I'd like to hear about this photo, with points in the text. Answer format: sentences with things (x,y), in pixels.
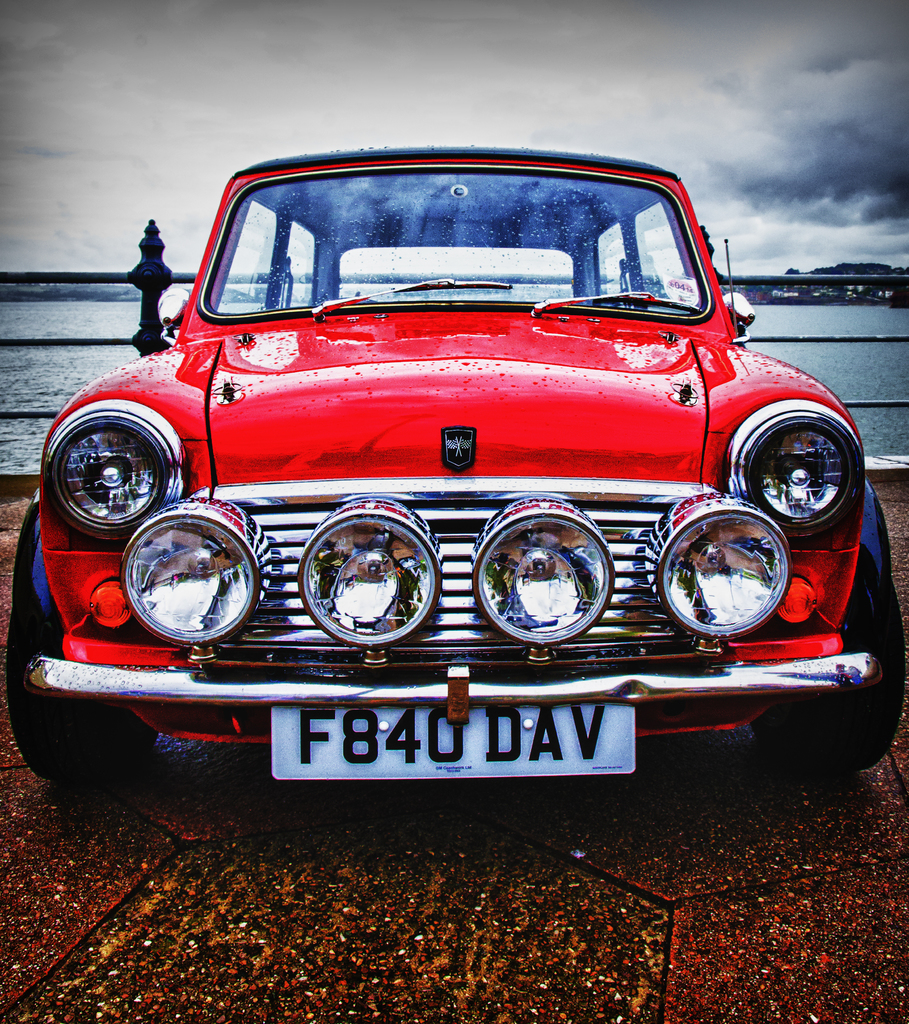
In the picture I can see a red color car (442,516) on the ground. In the background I can see fence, the water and the sky (170,184).
